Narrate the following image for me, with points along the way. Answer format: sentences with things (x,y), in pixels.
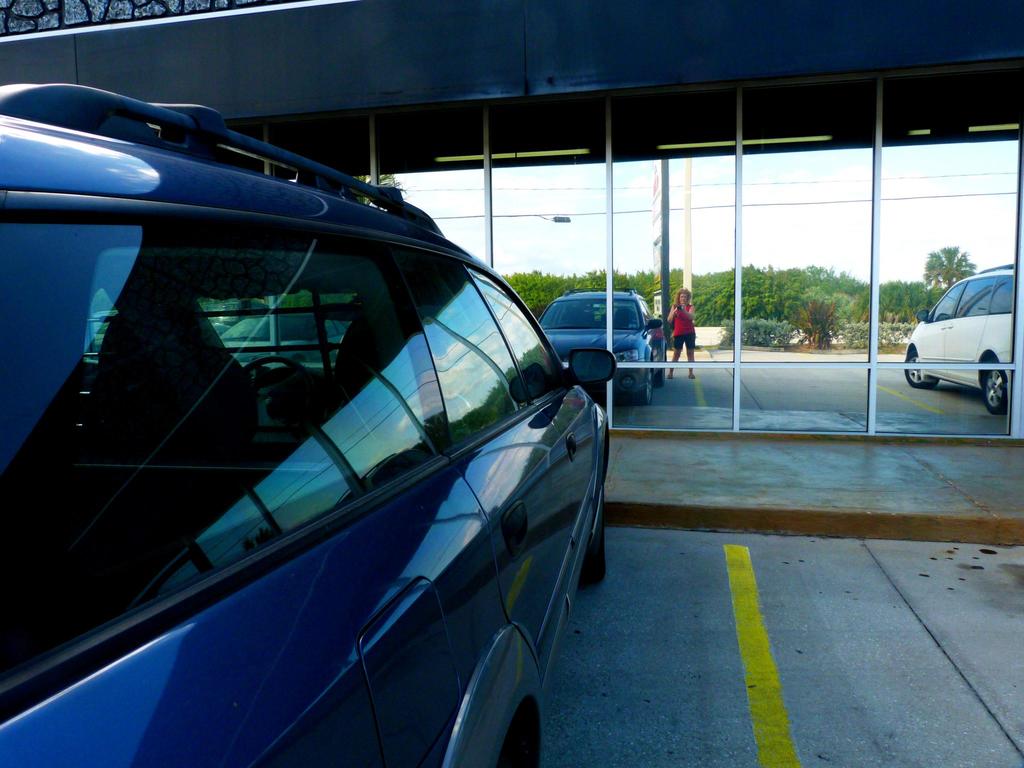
This image consists of a mirror (657,260) in the middle (627,324). There are cars (300,582) in the middle (488,501). There are trees (769,334) in the middle (682,277). There is a person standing in the middle (681,296).
